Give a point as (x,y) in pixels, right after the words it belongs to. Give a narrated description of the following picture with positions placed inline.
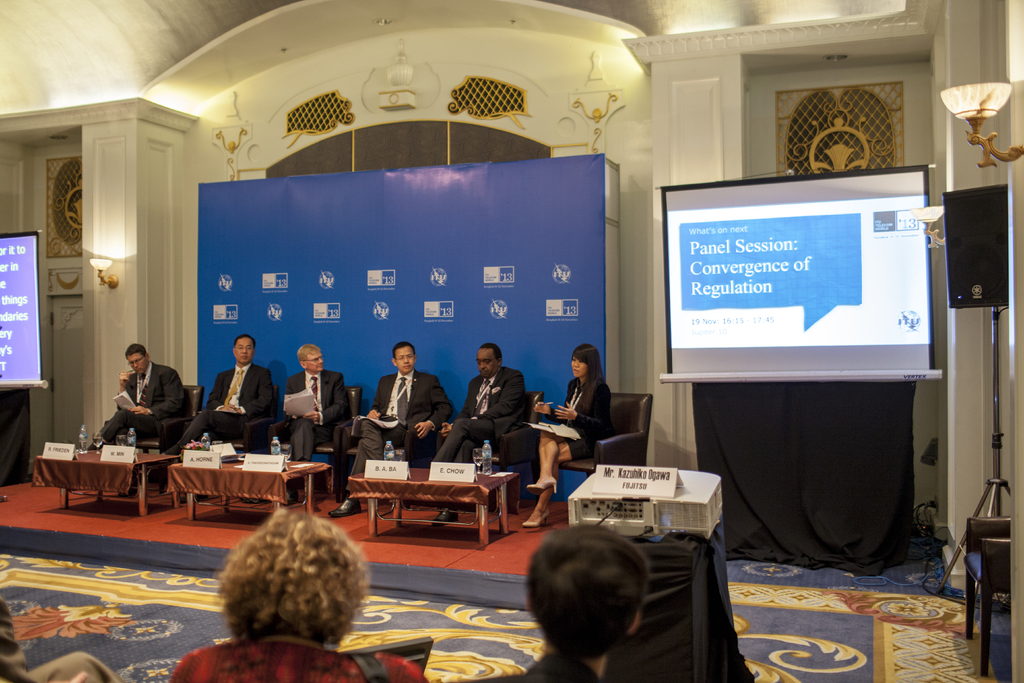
In this image we can see a few people (471,421), some of them are holding papers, in front of them there are some tables (389,487), on those tables (443,497), we can see bottles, boards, with some text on it, there is a speaker (971,297) on the stand (1001,487), there are some lights (970,117), projector (694,500), and two screens (697,339) with some text (766,325) on it, there are black clothes (828,465), a mat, also we can see the wall (692,102), and some sculptures (776,128).
